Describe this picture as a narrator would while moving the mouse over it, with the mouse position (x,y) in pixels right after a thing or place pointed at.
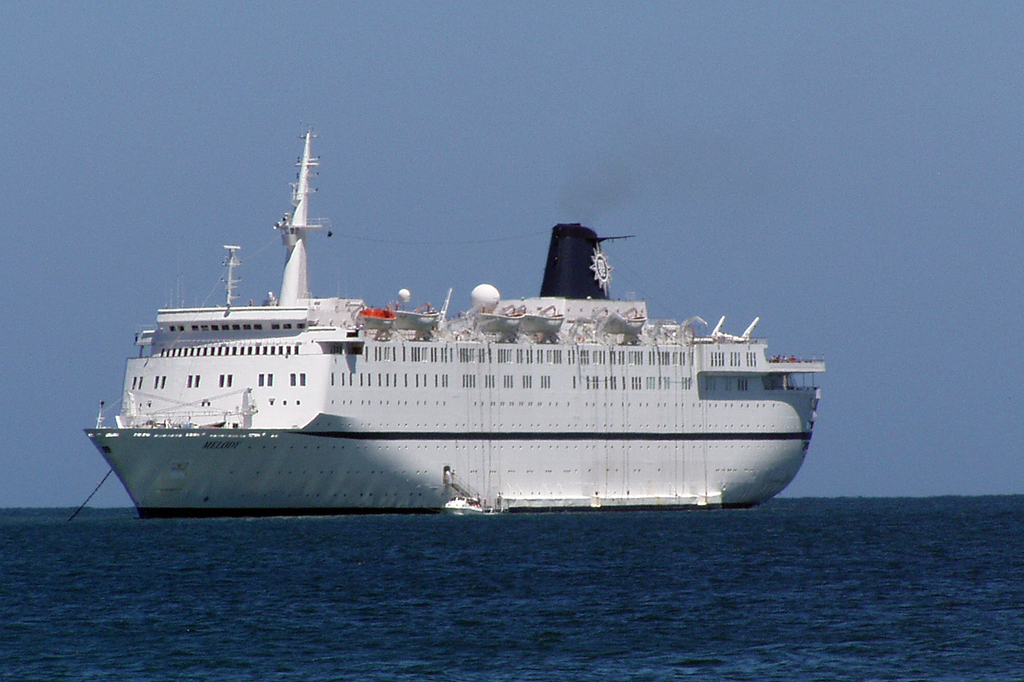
In this picture, we can see a ship (595,379) and some objects (495,303) attached to it, we can see water (477,562), and the sky (426,285).
